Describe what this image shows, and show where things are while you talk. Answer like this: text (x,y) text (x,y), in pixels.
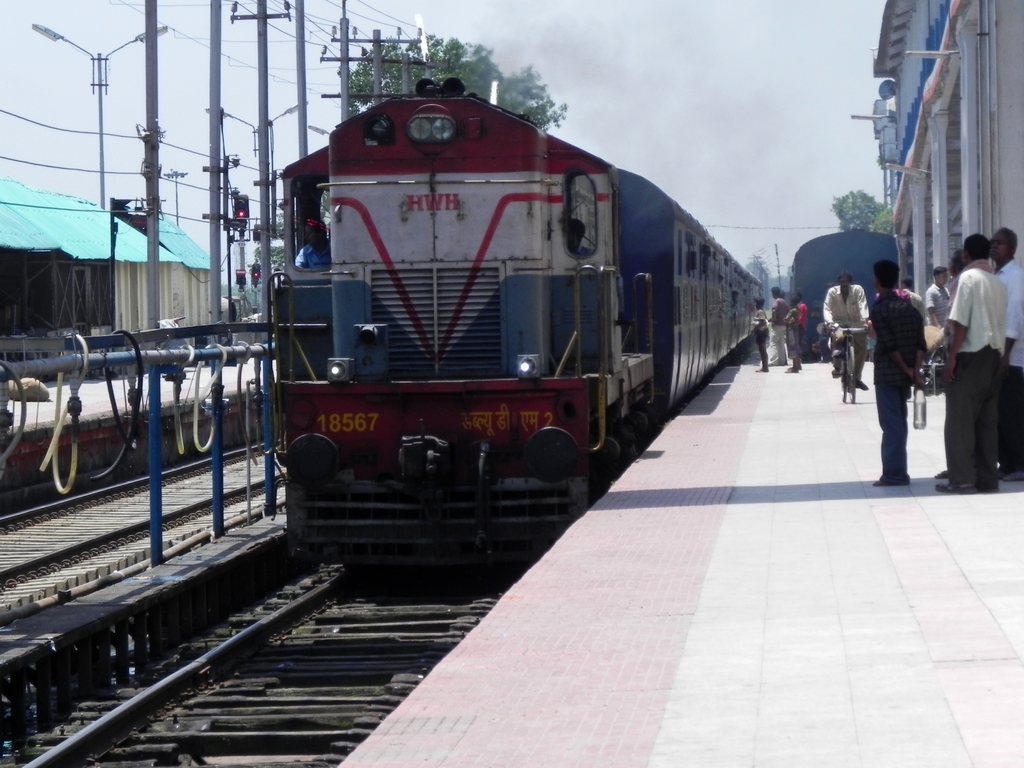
In this image we can see a train (584,311), people (892,335), poles (214,94), lights (159,35), cables (90,133) and other objects (51,369). In the background of the image (283,118) there are trees (463,78), the sky (744,32) and other objects (940,255). At the bottom of the image (412,625) there is the floor (764,615) and railway tracks (37,554).
